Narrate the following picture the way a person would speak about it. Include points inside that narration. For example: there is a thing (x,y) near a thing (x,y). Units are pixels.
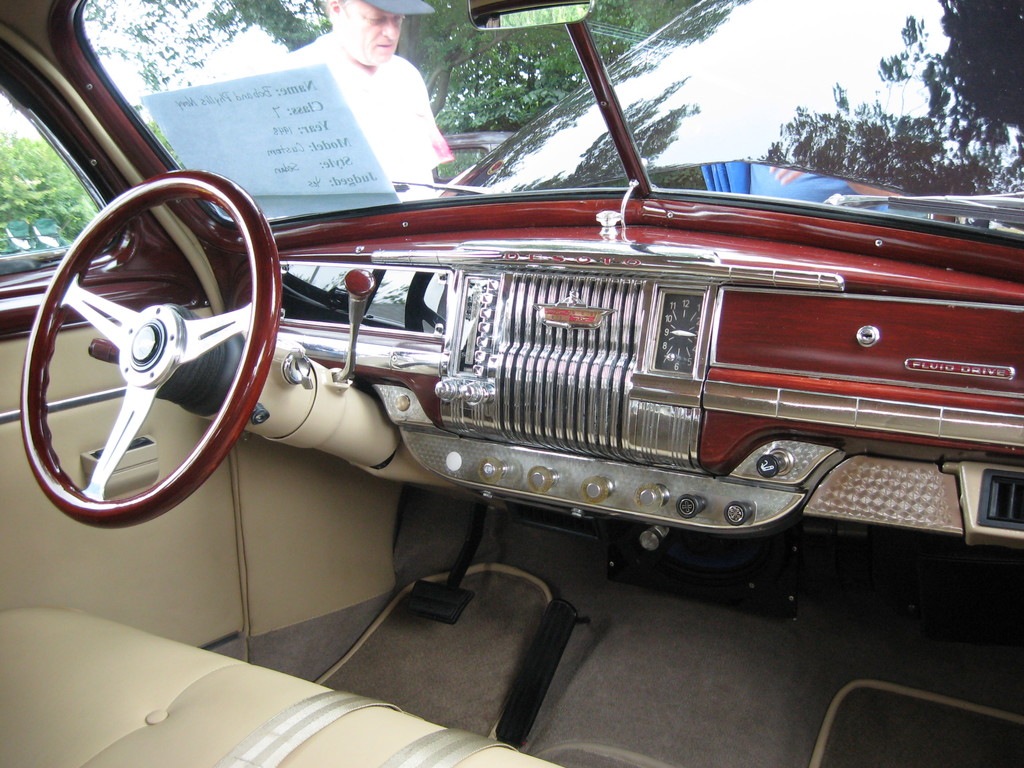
In this picture we can see an inside view of a car (714,487), on the left side (132,408) there is a steering (125,405), we can see glass (553,81) in the middle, from the glass (636,103) we can see a man (416,108) and a tree (440,5), there is a paper (302,105) pasted on the glass (327,34).
